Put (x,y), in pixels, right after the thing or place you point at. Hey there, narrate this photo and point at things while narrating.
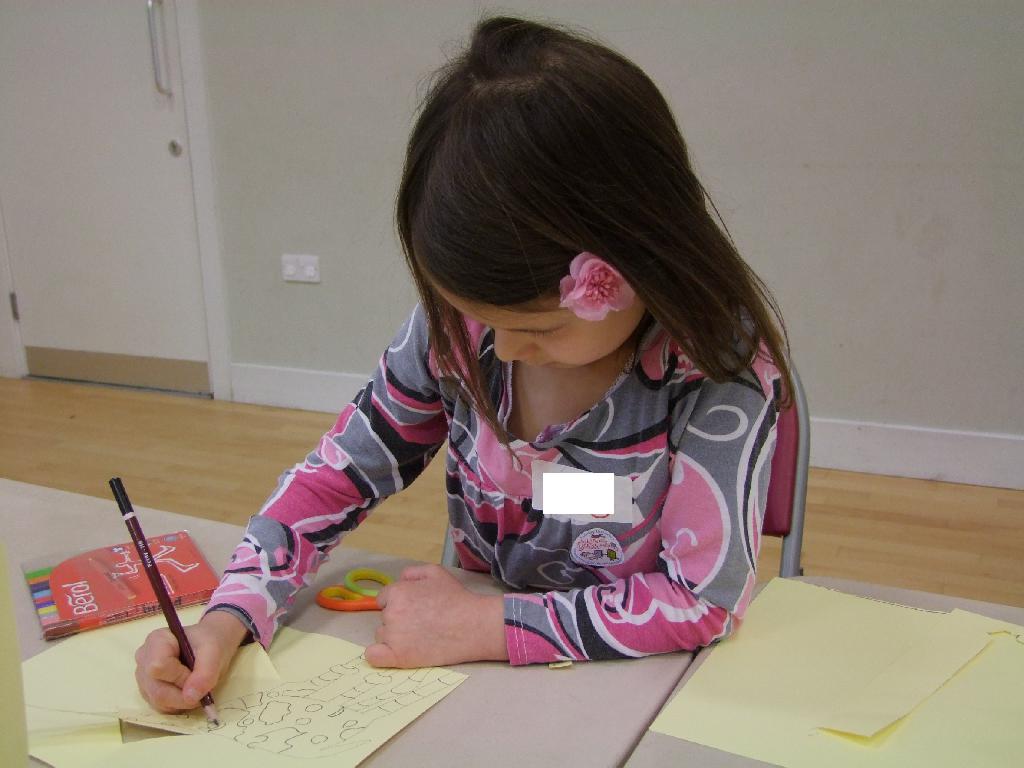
In this image there is a girl (553,396) holding a pencil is writing on a paper (411,686), on the table (339,624) there are some objects (98,595), the girl (678,630) is sitting on a chair (770,494), behind the girl (298,546) there is a wall (315,98) with a closed door (32,188), on the wall (303,195) there are electrical switches (310,269).
